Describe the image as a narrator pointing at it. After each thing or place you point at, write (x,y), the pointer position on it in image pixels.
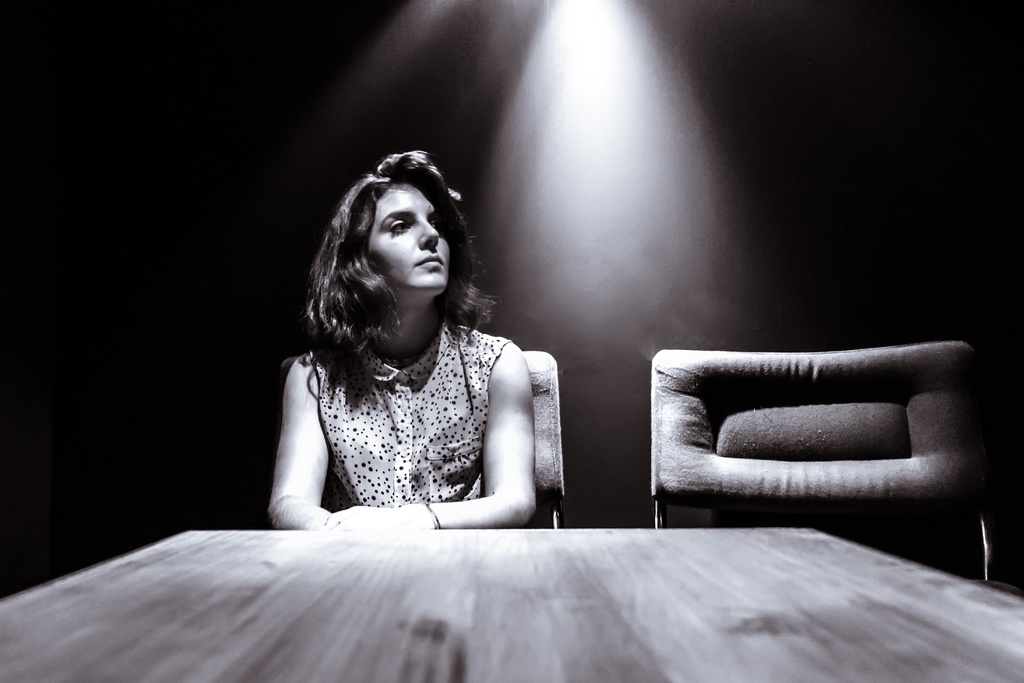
In this image there is a table (473,595) truncated towards the bottom of the image (696,634), there are chairs (736,421), there is a person (407,334) sitting on the chair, there is a light (569,100), the background of the image (176,356) is dark.
